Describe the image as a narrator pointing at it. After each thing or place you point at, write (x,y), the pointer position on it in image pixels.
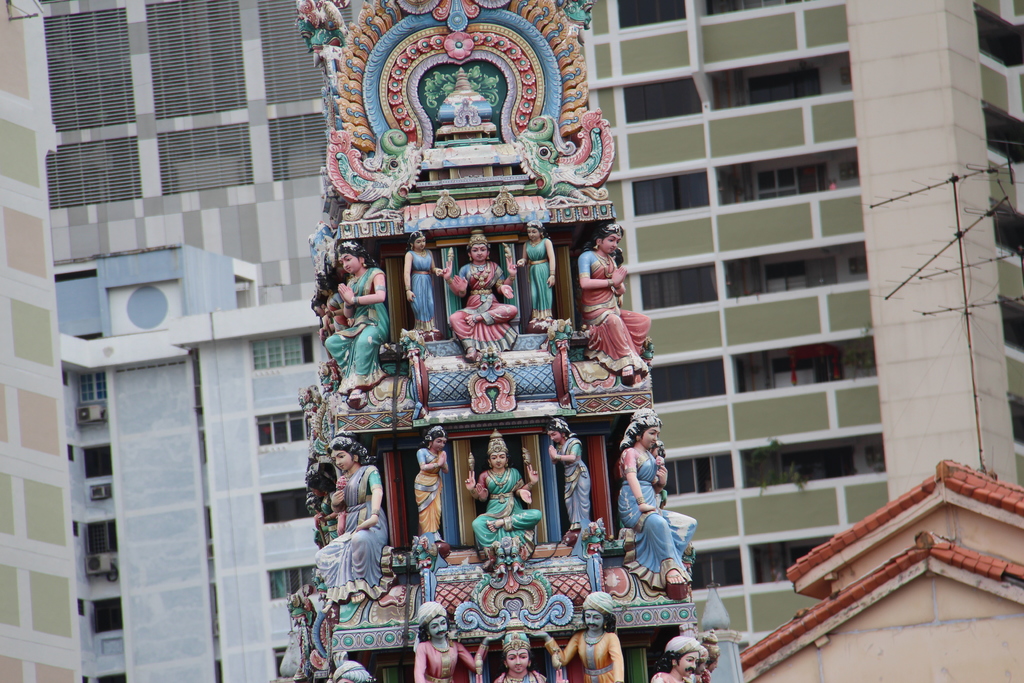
In this picture we can see statues (359,259), antenna (956,201), building (710,272) with windows (686,92) and some objects (113,564).
